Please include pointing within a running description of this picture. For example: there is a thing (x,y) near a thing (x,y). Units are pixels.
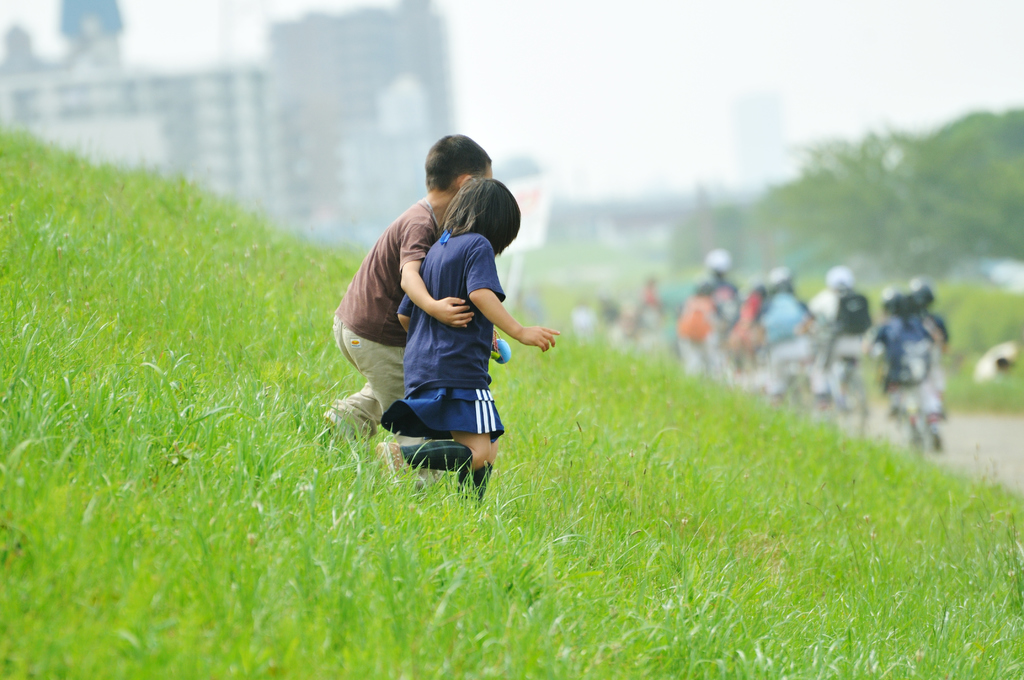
In this image we can see the kids (417,332). We can also see the grass (320,483), buildings (385,186), trees (866,154) and also the sky (658,83). We can also see a few people (783,273) cycling on the path (998,448) and some part of the image is blurred.
